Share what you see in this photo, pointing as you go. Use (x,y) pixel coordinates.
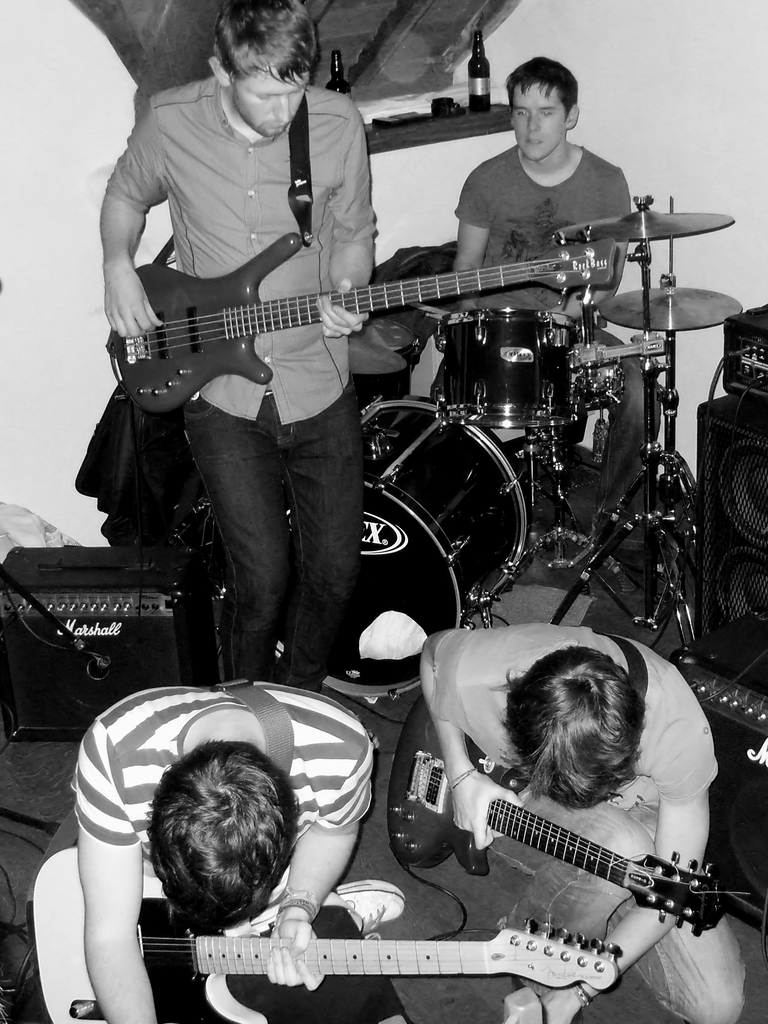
This is a black and white picture. There are a group of people (326,878) holding the music instruments (371,569). Behind the people (338,612) there is a wall (650,88).
